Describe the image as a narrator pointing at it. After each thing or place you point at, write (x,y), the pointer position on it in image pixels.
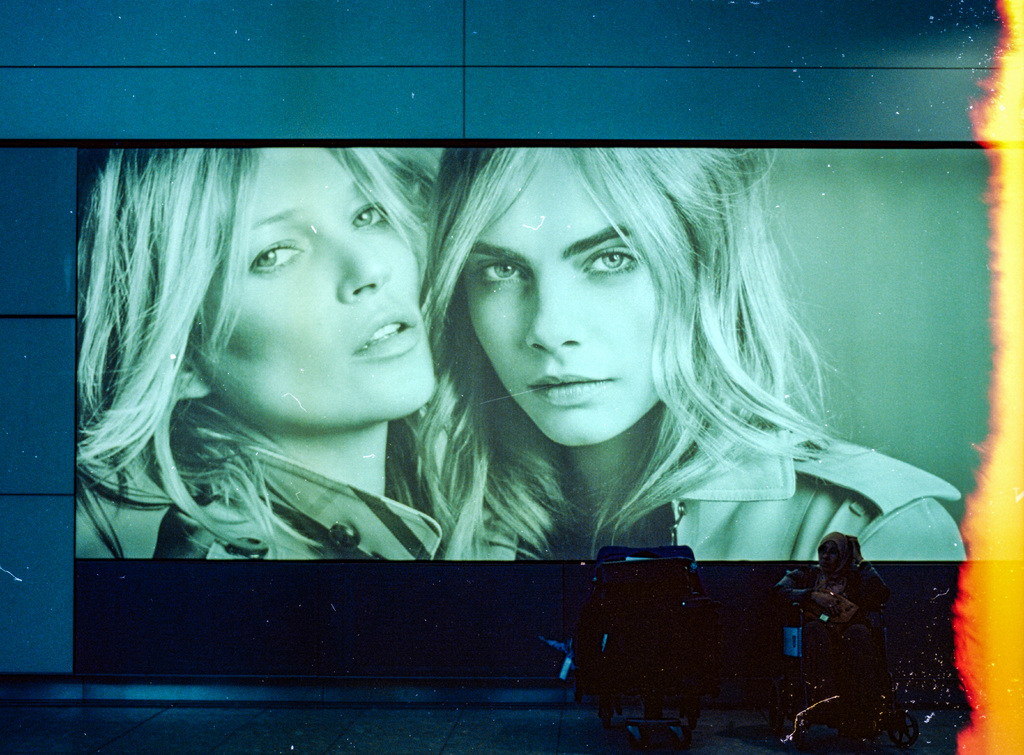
In this image there is a lady (855,636) sitting on the wheelchair (805,727), beside this chair (801,613) there is a luggage trolley (643,627). In the background (201,176) there is a screen (403,422). On the screen (366,415) there is an image of two girls (435,411).
